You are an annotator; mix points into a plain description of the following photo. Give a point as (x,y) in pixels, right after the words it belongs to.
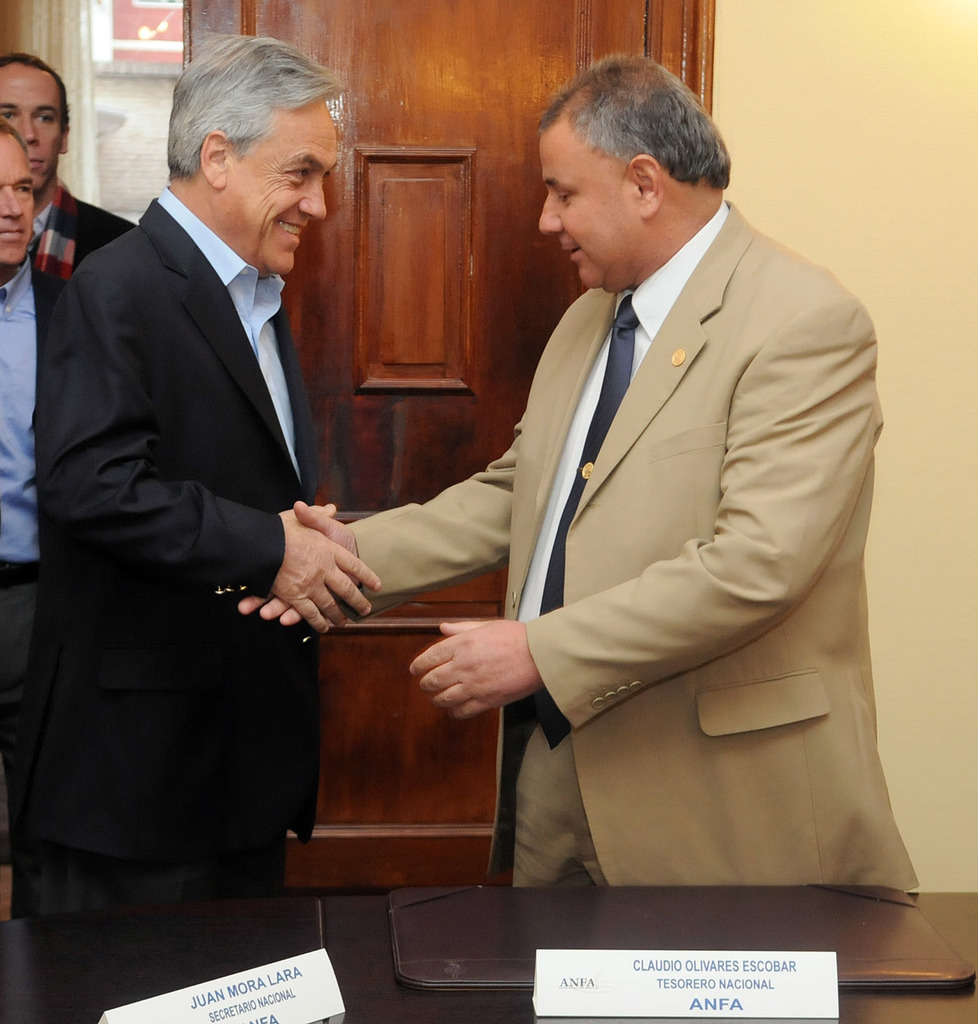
In this image there are persons (166,432) standing and smiling. In the front (505,974) there is a table (377,964) and on the table (365,968) there are boards (583,982) with some text (586,983) written on it. In the background (810,141) there is a door (504,185) and there is a wall (836,128).
